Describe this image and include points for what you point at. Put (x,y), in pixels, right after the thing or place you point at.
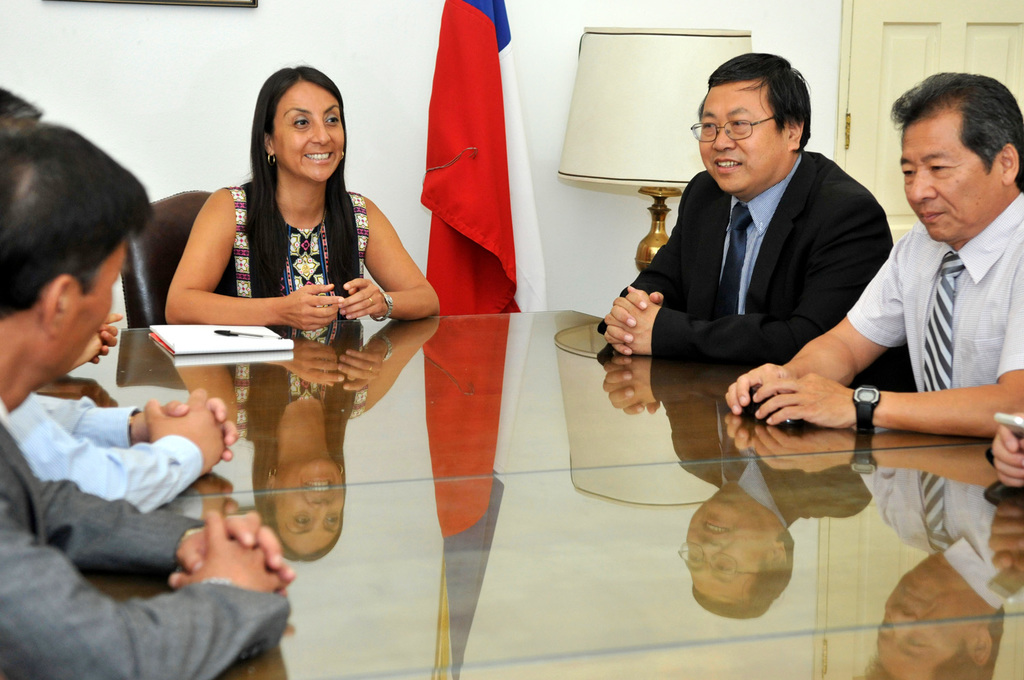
People (71,138) are sitting on chairs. In-front of them there is a glass table (563,582). On this glass table (662,525) there is a reflection (507,445) of people (344,405), flag (465,348) and lamp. In-front of this wall (374,25) there is a flag (439,125) and lamp (707,63). This is door (879,72).
